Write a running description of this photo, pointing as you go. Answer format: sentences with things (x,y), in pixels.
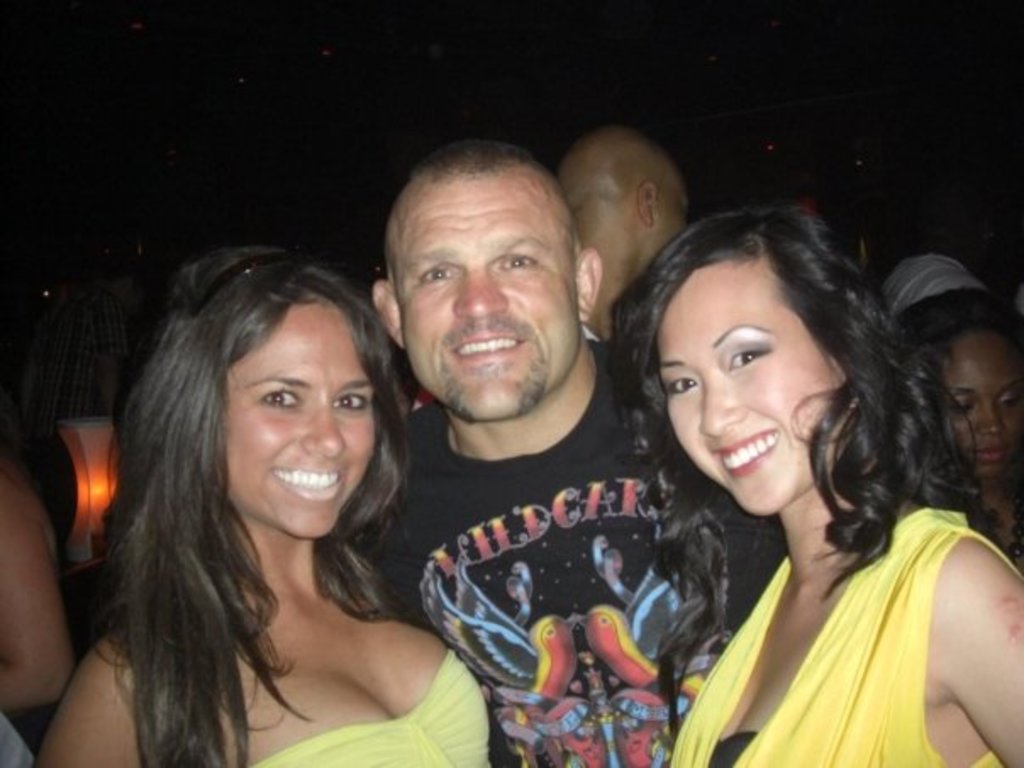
In this picture I can see three persons (470,431) smiling, there is an object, there are group of people (1007,345) standing, and there is dark background (193,66).
